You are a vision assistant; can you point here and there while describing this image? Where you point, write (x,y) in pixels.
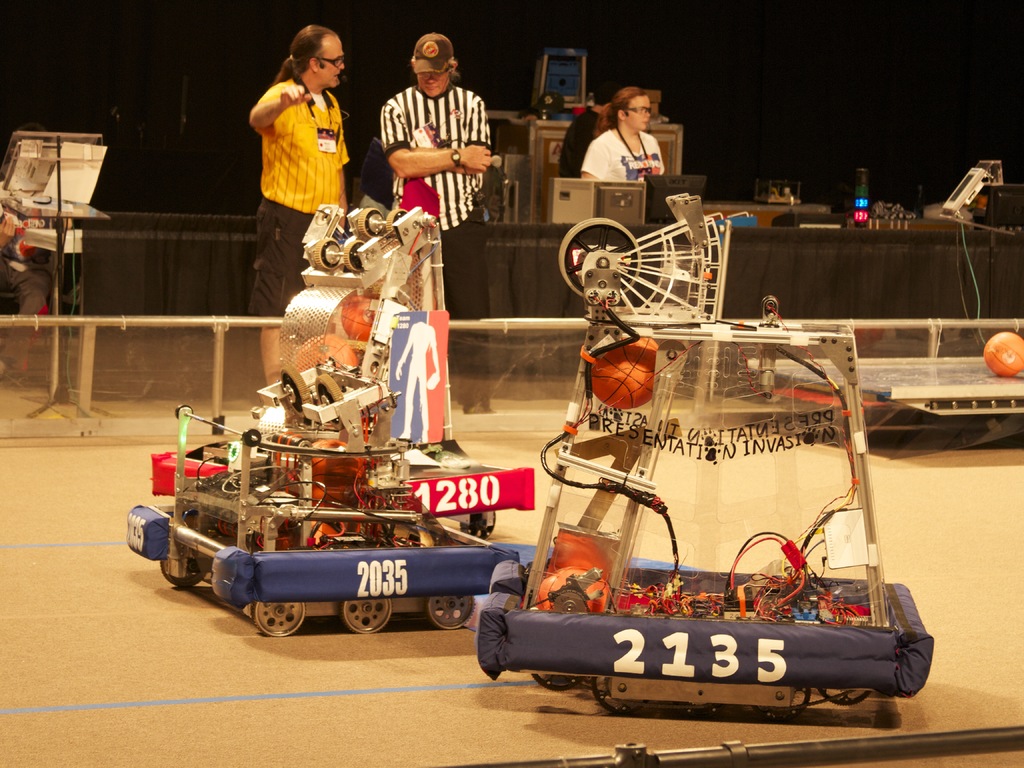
In this picture we can see machines (600,473) on the floor (154,717). Here we can see few people (485,302), tablecloth (952,312), monitor (699,188), ball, and objects (611,199). There is a dark background (928,97).
